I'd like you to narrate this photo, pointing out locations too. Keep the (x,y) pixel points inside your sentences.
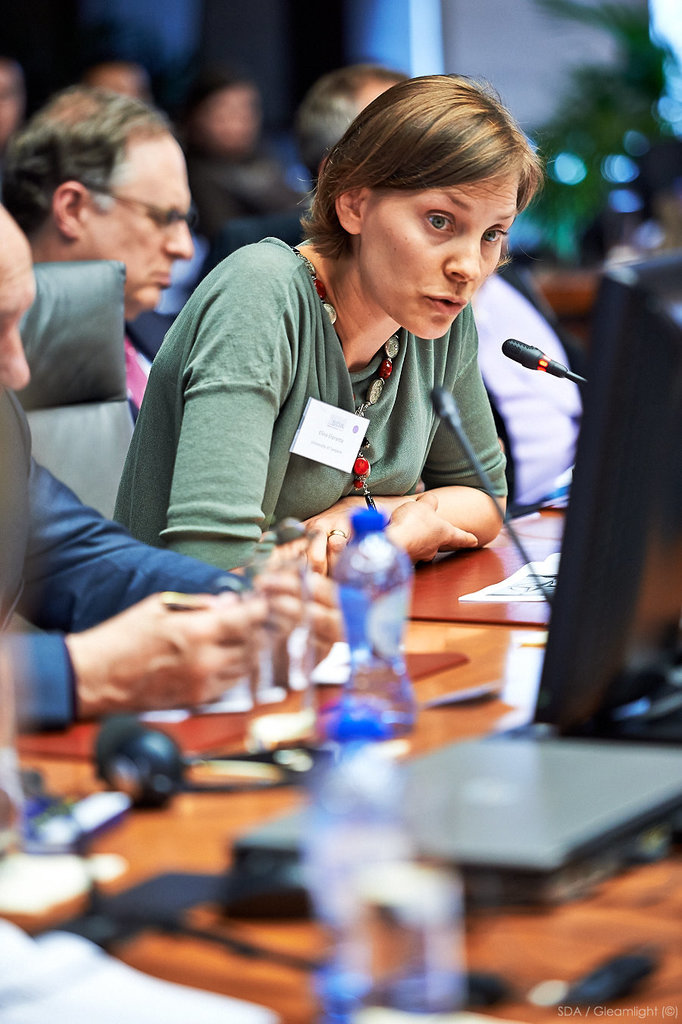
In this picture we can see laptops (671,508), bottles (413,683), headsets (270,780) and other objects (61,889) on the tables (530,1017). We can see a watermark (676,1015) in the bottom right (666,1009). We can see a few people (241,283). Background (664,96) is blurry.
